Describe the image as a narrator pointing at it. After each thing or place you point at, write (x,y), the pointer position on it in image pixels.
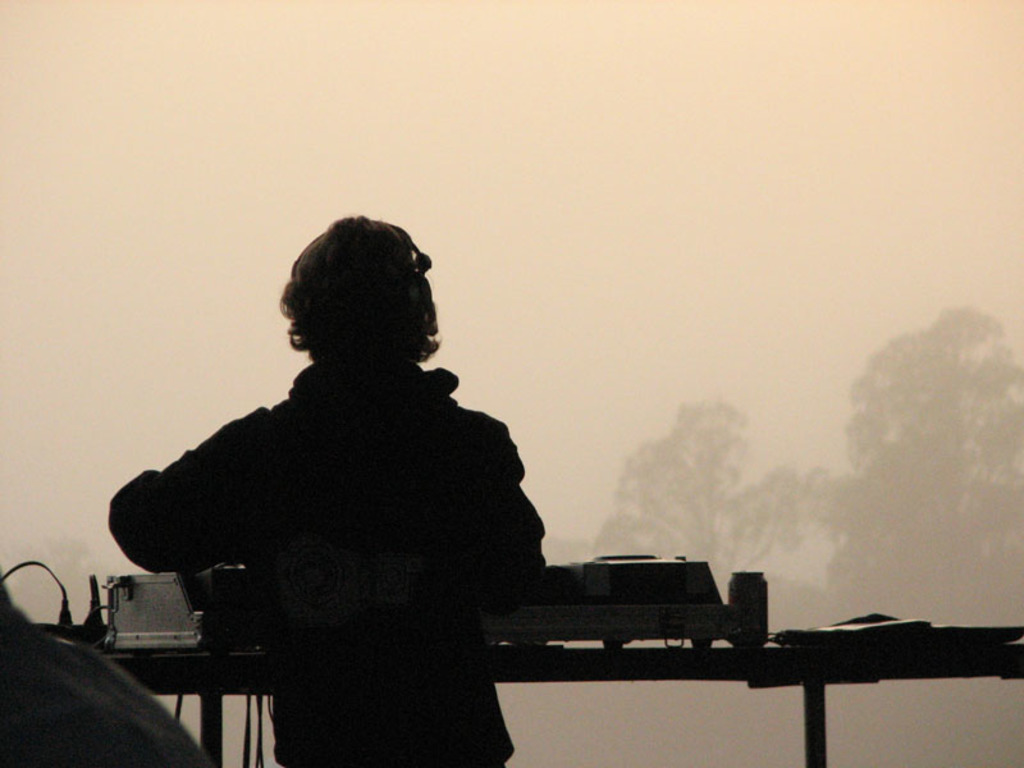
In this image I can see the person (307,506) with the dress (289,586). In-front of the person (444,612) I can see an object (581,594). In the background (514,104) I can see the trees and the sky (501,130).
